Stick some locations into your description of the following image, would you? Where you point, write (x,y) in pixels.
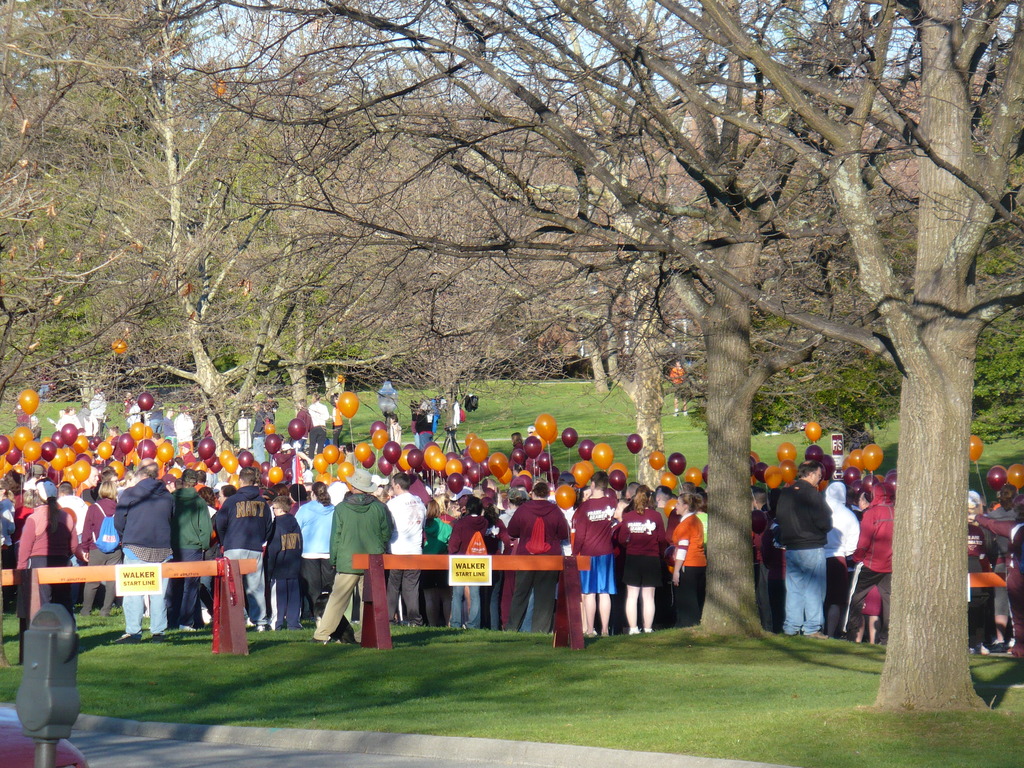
In this image we can see barriers (31,600). Behind the barriers (456,579), we can see so many people (648,520). They are holding balloons (512,475) in their hands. In the middle of the image (585,303), we can see trees (585,303). At the top of the image (308,40), we can see the sky (487,53). At the bottom of the image (571,715), we can see grassy land (391,676) and pavement (339,750). There is a metal object (51,690) in the left bottom of the image (46,724).
